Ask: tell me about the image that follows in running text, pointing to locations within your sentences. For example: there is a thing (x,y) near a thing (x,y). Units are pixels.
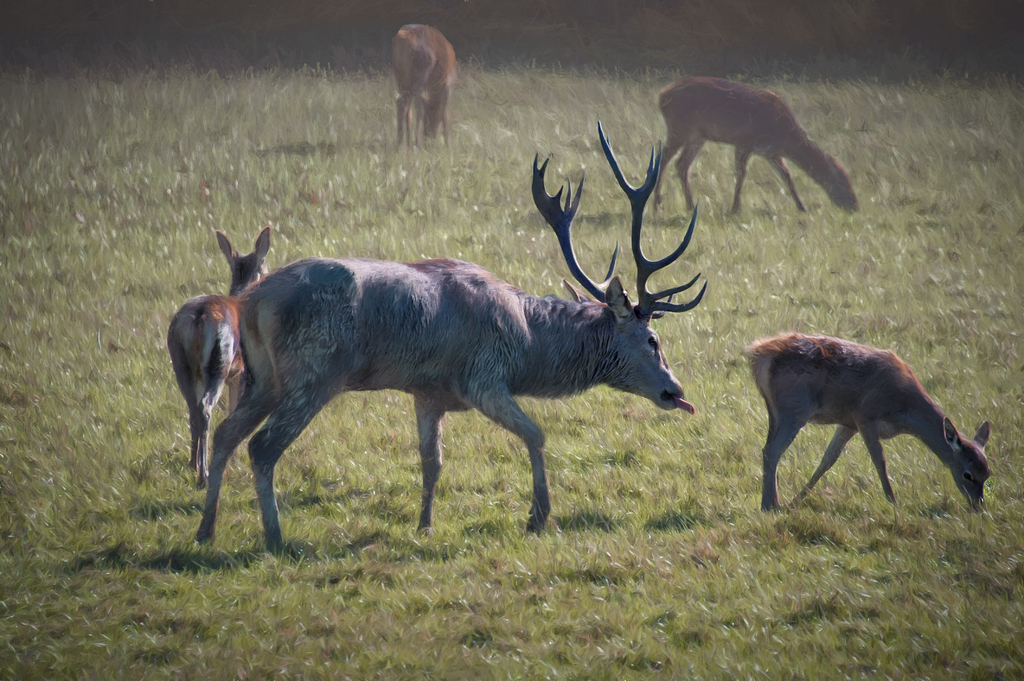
In the image I can see animals (554,326) are standing on the ground (509,239). In the background (391,213) I can see the grass (277,207).
